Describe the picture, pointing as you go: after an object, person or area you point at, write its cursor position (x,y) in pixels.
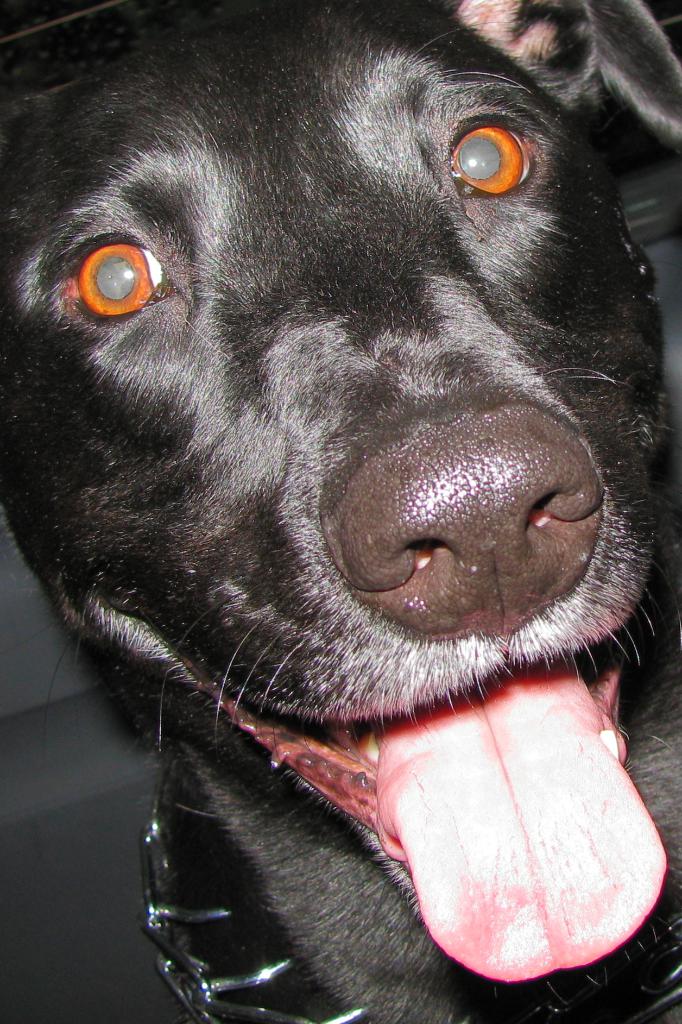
Here we can see a dog (333,773) and opened its tongue (399,818) and there is a belt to its neck (252,843).
